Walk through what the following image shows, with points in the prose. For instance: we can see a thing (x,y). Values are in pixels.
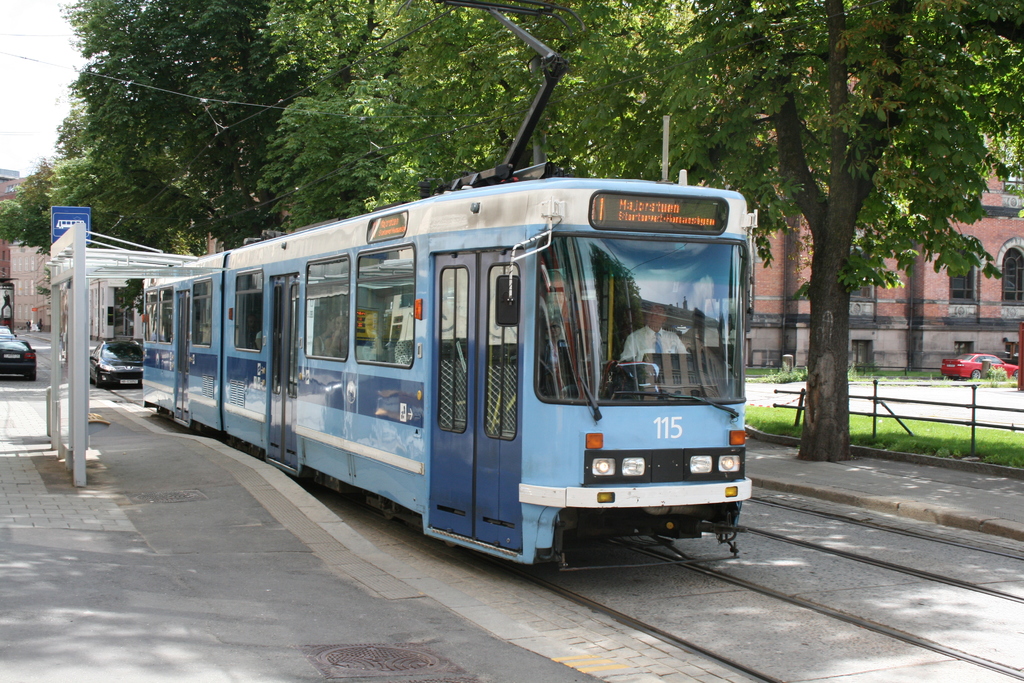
In this picture we can see white and blue color tram (289,412) park on the tram stop (322,543). Beside we can see tram station (70,421). In the background (104,357) we can see a black color car (92,365). On the right side (840,78) we can see many trees (865,242) and brown color building (887,351) with arch windows (1022,261).
